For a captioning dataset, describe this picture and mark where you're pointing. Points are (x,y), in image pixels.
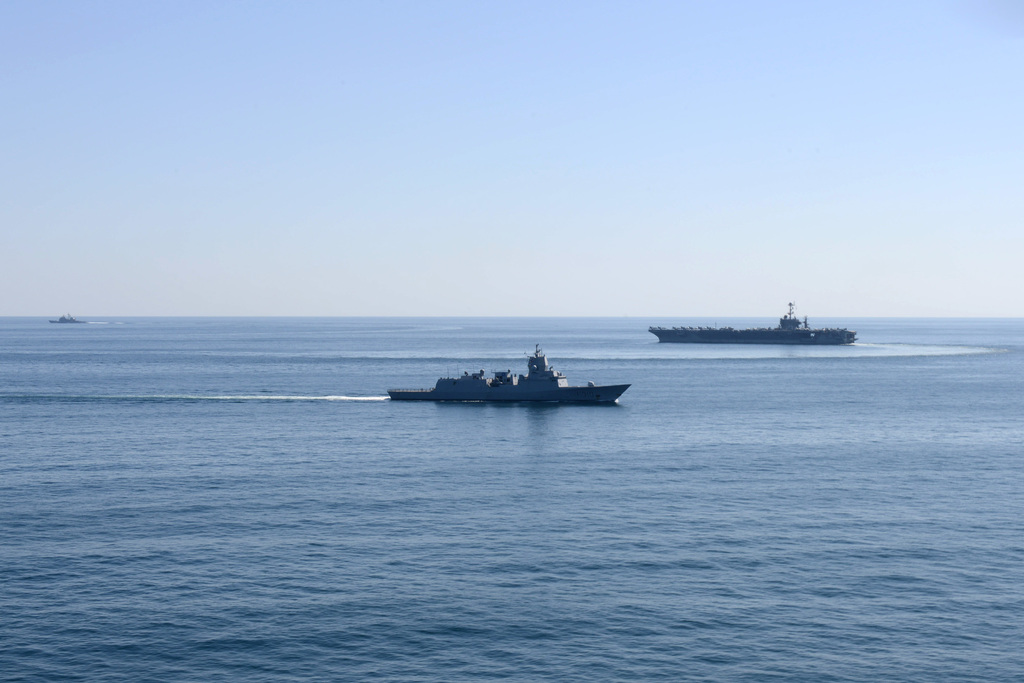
In this image I can see three boats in the water (494,349). At the top (460,92) I can see the sky (438,92). This image is taken may be in the ocean (282,352) during a day.
